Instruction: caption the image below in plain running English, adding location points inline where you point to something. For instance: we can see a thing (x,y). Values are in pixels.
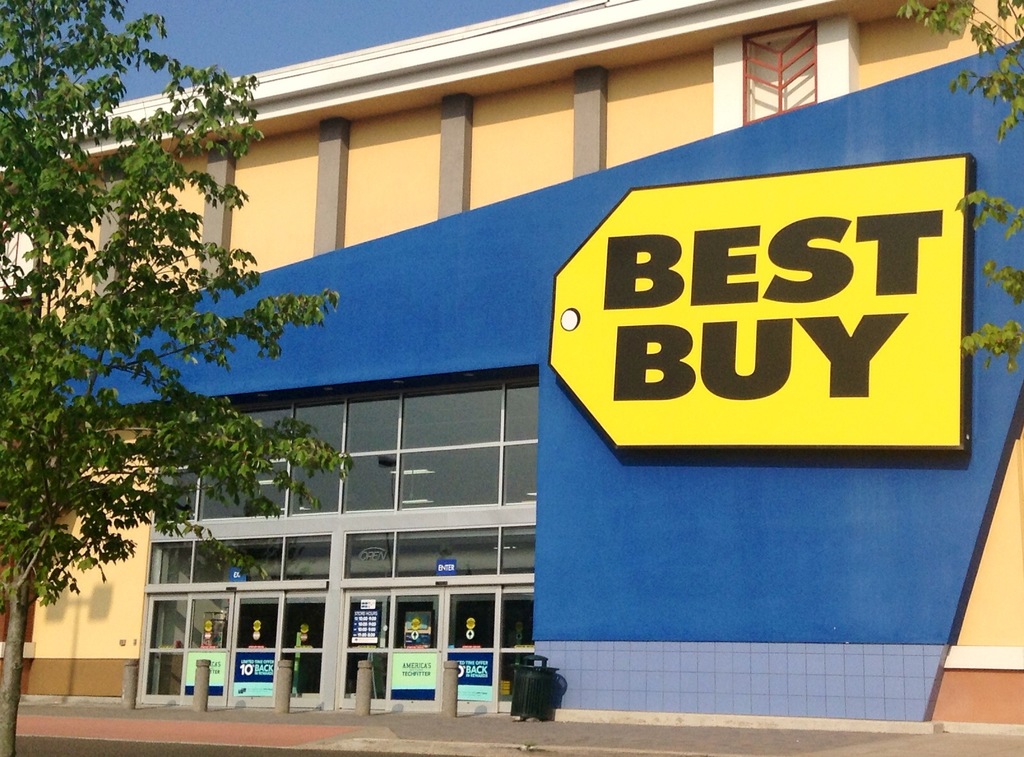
In this image I see a building (347,313), which is of blue and cream in color and on the building (714,119) it is written as "Best Buy". Beside the building (914,123) there are trees (30,167) and there is a footpath (55,711) in front (494,713).
